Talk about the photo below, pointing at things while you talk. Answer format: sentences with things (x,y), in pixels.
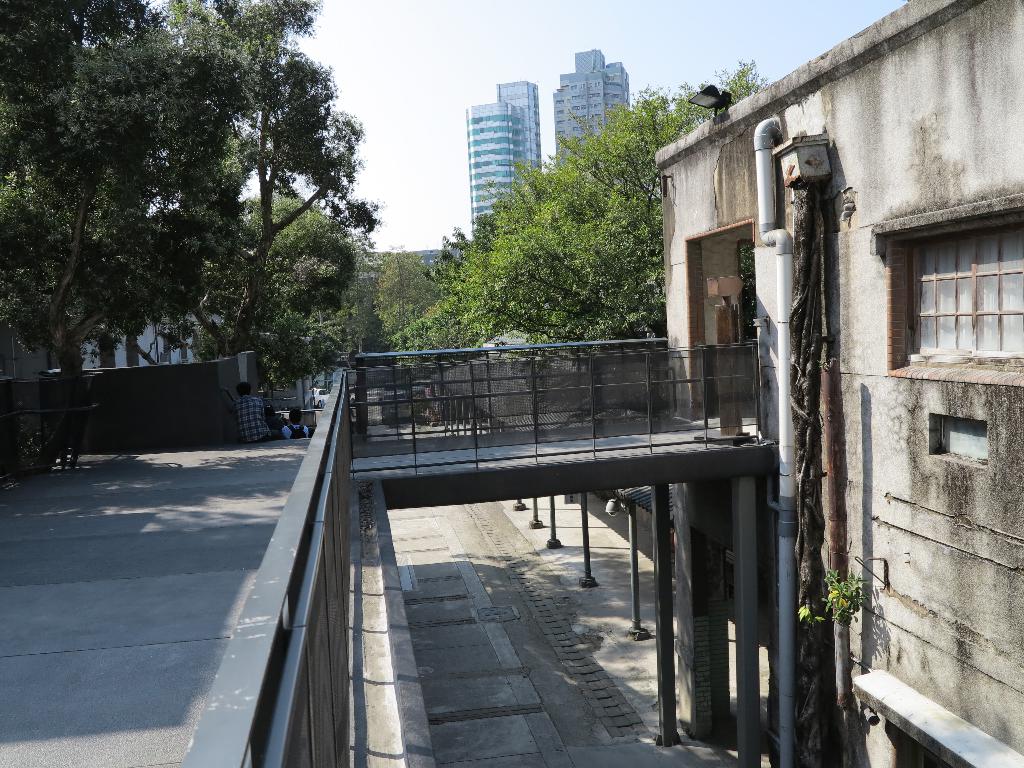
In this picture there are people (245,405) those who are sitting on the left side of the image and there are skyscrapers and trees (616,191) in the image, there is a light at the top side of the image (718,105) and there are pipes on the right side of the image (788,696).
